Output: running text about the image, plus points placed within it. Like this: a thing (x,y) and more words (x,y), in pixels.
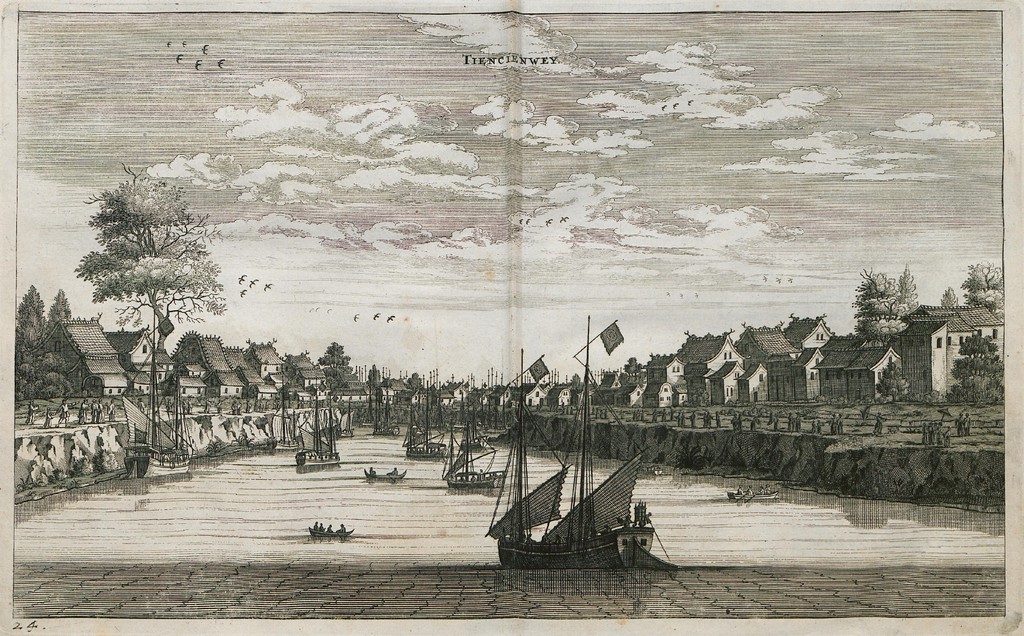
Here we can see a picture of a paper (785,454), in this picture we can see some boats (746,490) are, on the right side (891,354) there are some houses (836,346), we can see trees (976,369) here, there is the sky (468,186) at the top of the picture (455,179).
